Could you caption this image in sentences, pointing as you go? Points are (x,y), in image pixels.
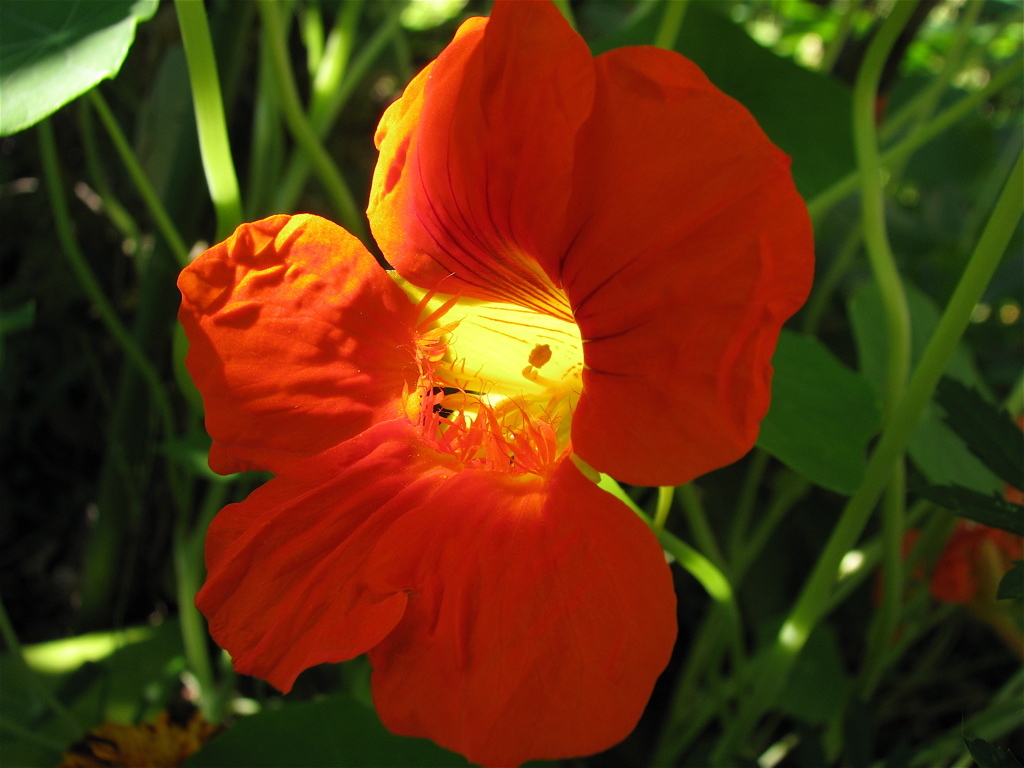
In this image I can see the flowers (599,496) to the plants (227,191). I can see these flowers (427,398) are in red color.
